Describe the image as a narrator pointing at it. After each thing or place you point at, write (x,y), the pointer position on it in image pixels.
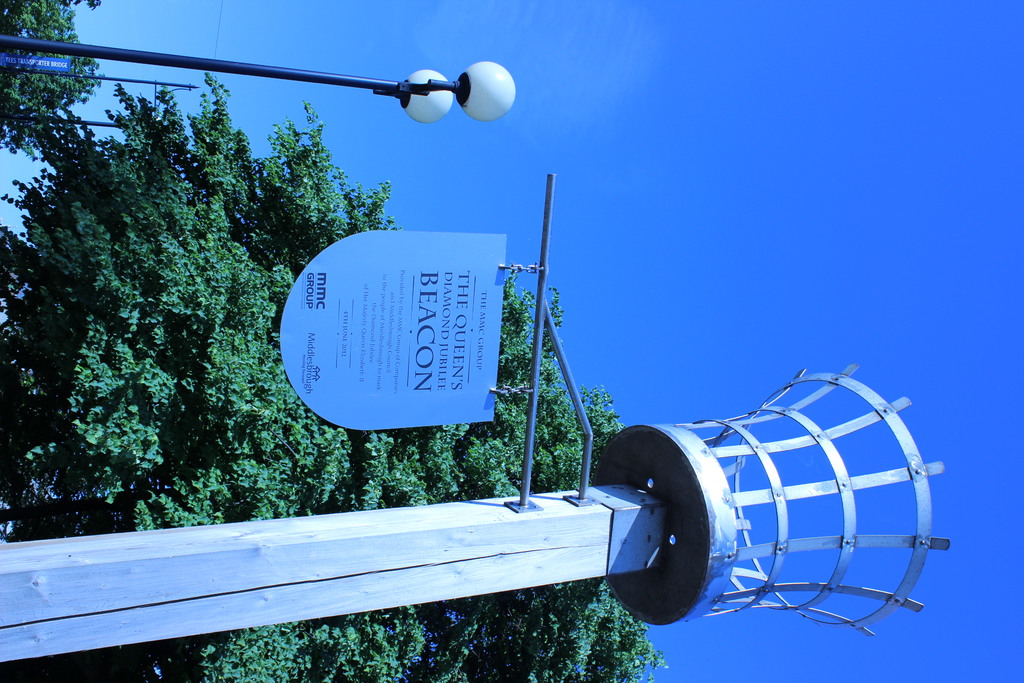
There are trees (261,332), street lamp (250,71), tower (454,512) and a sign board (317,349) on the left side of this image (236,266) and there is a blue sky (619,292) in the background (562,265).
